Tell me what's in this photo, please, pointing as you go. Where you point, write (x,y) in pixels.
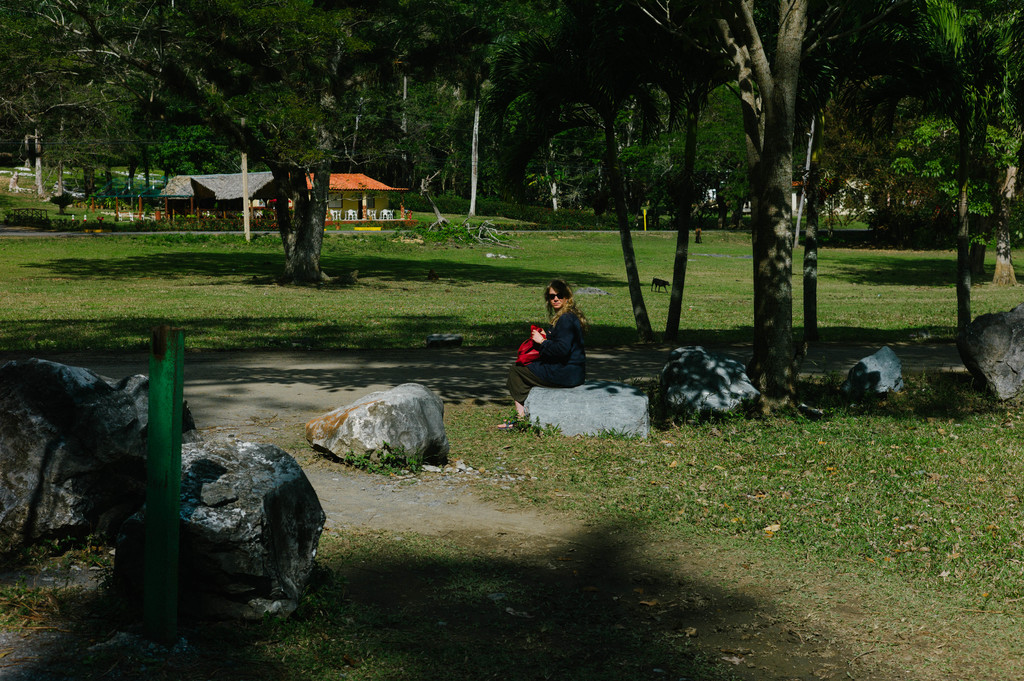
This image is taken outdoors. At the bottom of the image (541,550) there is a ground (545,500) with grass (588,256) on it. In the background (856,172) there are many trees (599,67) and a few plants (234,224) on the ground (660,228) and there is a house (260,179). There is a fence (241,212). In the middle of the image (574,311) a woman (569,341) is sitting on the rock (537,395) and there are a few rocks (121,488) on the ground (944,364). On the left side of the image (154,388) there is an iron bar (159,478).
